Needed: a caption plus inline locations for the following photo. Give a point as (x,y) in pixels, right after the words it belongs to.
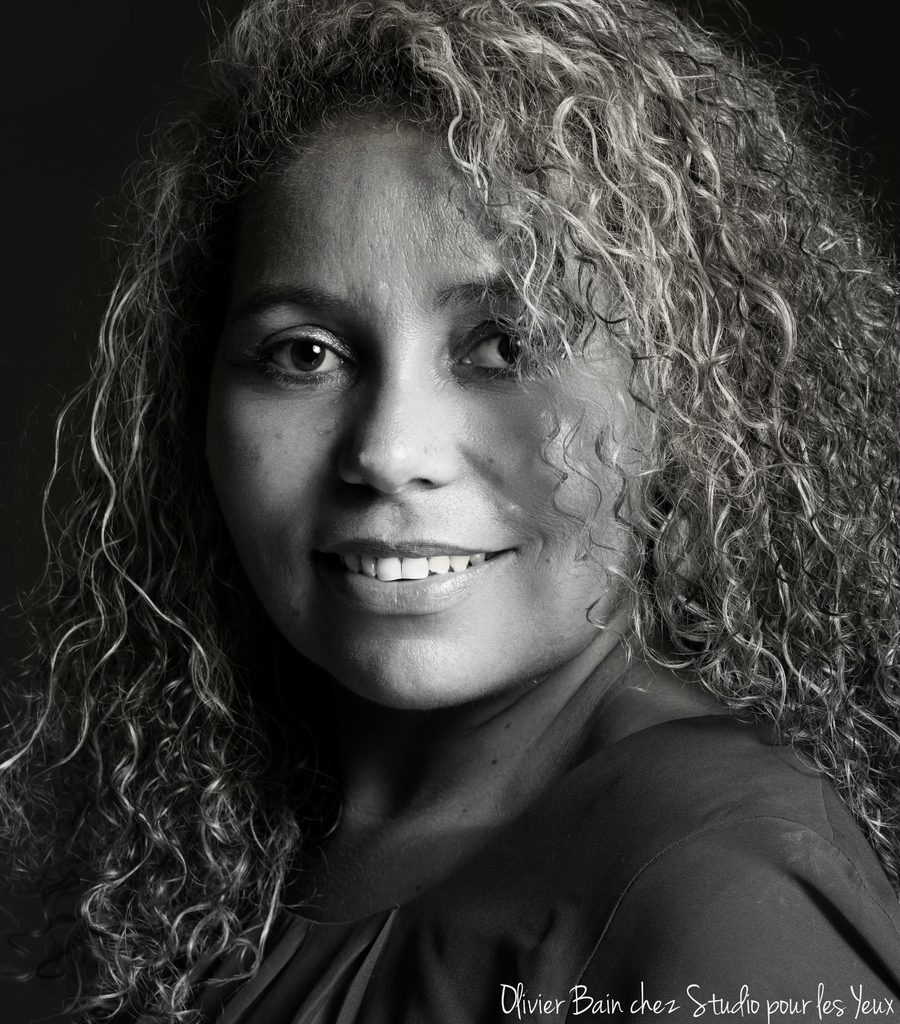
In the image in the center (547,446), we can see one woman (544,580) smiling, which we can see on her face (357,624). In the bottom right side of the image (770,996), we can see something written.
